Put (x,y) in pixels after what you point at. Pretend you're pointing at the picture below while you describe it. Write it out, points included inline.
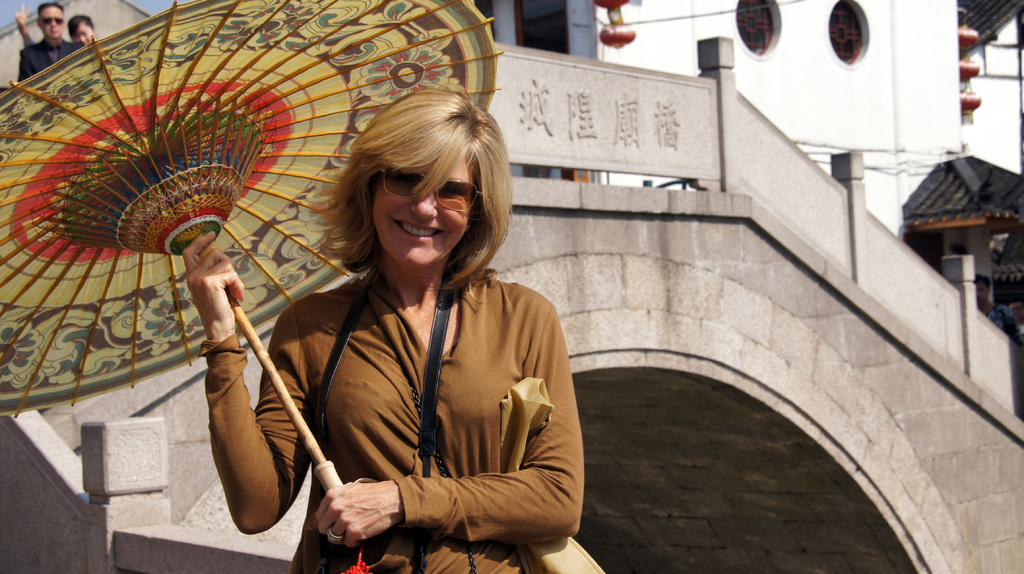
In this image there is a woman (369,354) with a smile on her face (398,200) is holding an umbrella (294,248), behind the woman (193,268) in the building (113,25) there is a couple (45,45).
